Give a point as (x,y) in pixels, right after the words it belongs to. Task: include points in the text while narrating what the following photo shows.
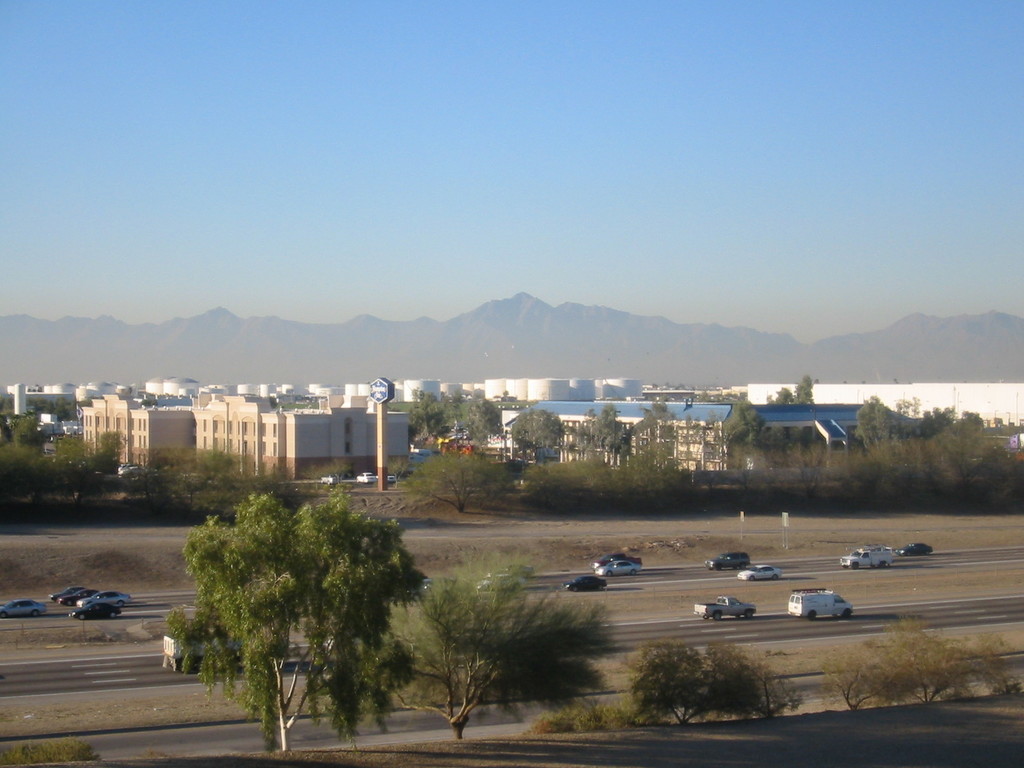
In this image we can see trees (958,681), vehicles (53,592) moving on the road (804,572), board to the pole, buildings (886,396), hills (531,362) and the blue color sky (639,162) in the background (301,53).
